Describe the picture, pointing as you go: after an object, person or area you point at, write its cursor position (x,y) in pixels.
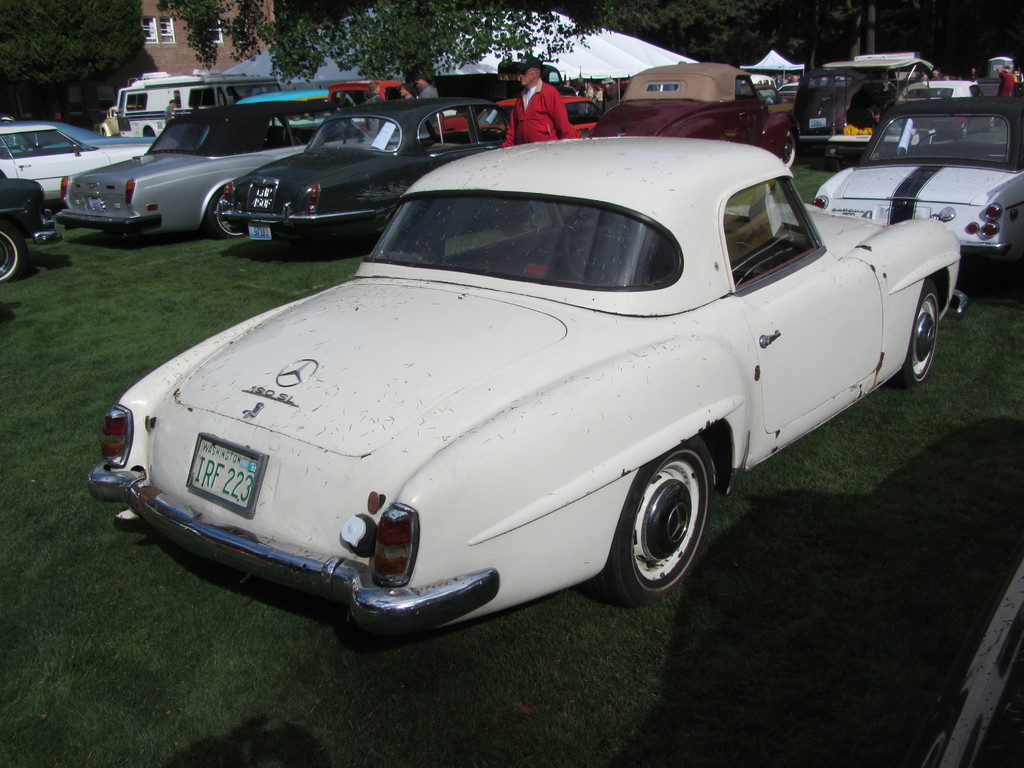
This image consists of fleets of cars (556,352) and a group of people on the grass (518,681). In the background (452,56) I can see tents (495,57), buildings (258,51) and trees (284,51). This image is taken may be during day.
